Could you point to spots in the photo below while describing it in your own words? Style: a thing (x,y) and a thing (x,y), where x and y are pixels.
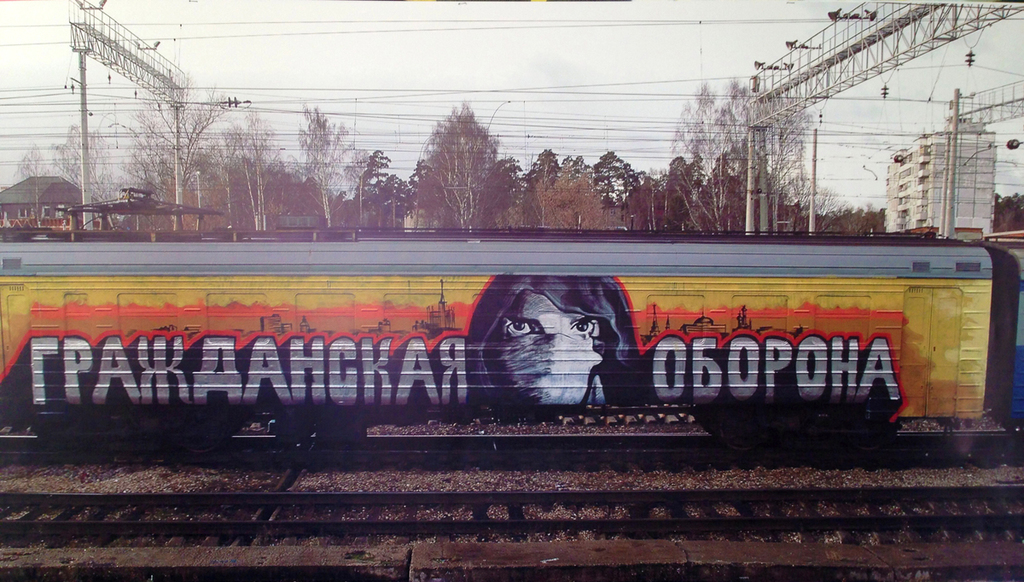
Here in this picture we can see a train (817,347) present on the railway track (363,464) over there and on that we can see some paintings (513,375) done and we can also see other tracks (335,505) present over there and behind that we can see electric poles (143,79) and trees (463,197) present all over there and in the far we can see some houses (20,191) also present over there.
